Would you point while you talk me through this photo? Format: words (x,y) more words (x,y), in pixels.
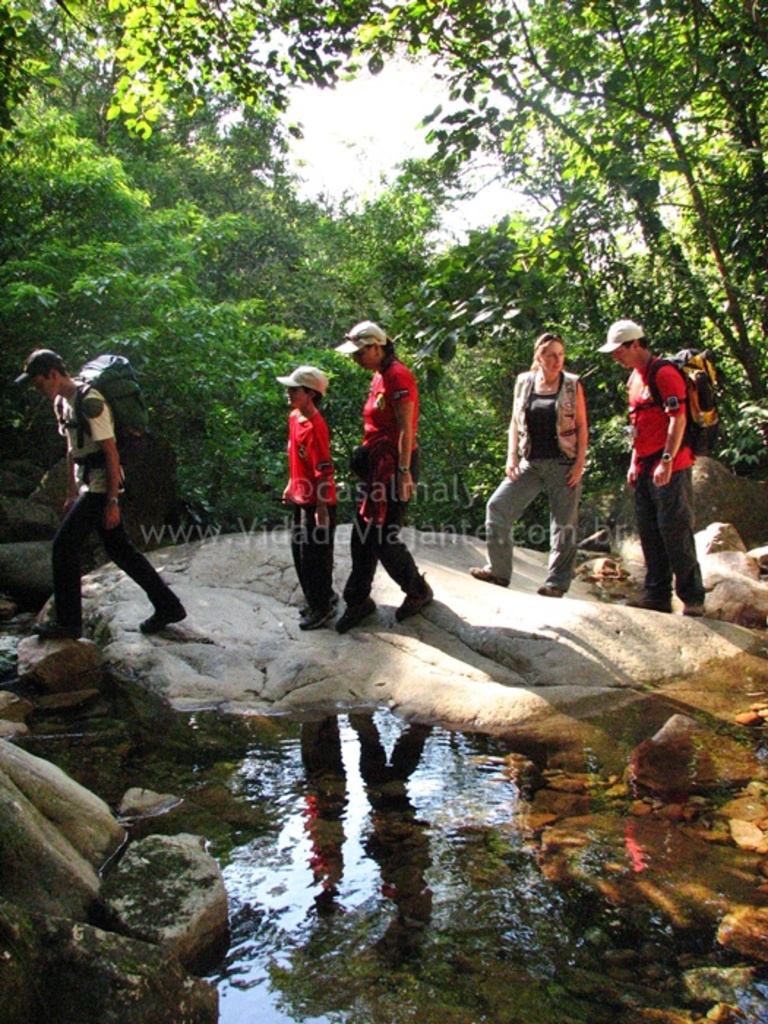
This image consists of five people (76,507) walking and standing. On the left (102,424) and right, the two men (93,454) are wearing backpacks (81,406) and caps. At the bottom (449,927), there is water (443,804). They are walking on a rock (364,660). In the background (415,287), there are many trees (464,267). At the top (366,180), there is sky (378,181). It looks like, it is clicked in a forest area (430,192).
